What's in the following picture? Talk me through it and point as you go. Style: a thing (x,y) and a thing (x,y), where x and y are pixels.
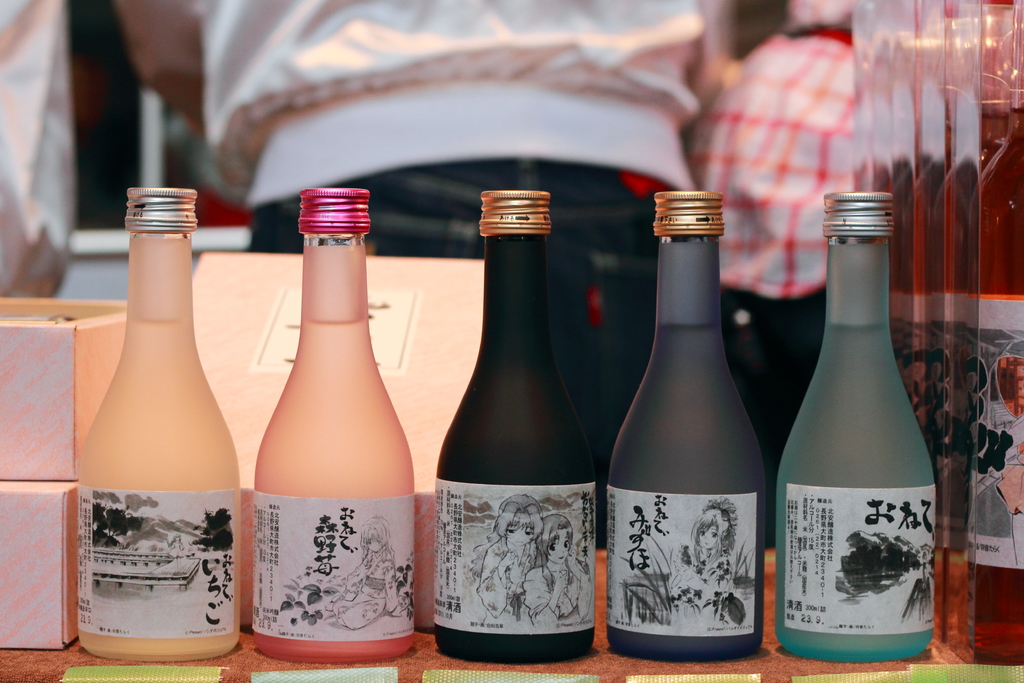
There are five bottles (923,510) and these are the boxes (406,372).
